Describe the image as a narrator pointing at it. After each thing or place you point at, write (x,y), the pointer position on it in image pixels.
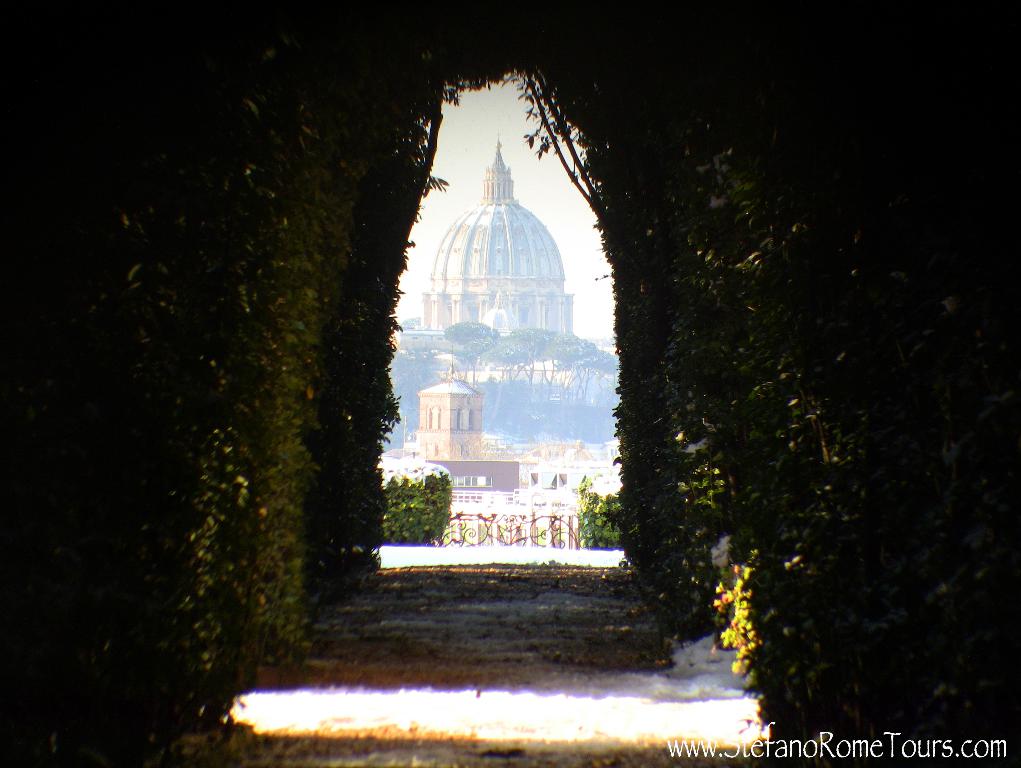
In the foreground of the picture (686,147) we can see a walk way (484,575) and plants (840,209). In the middle of the picture (517,439) we can see trees (520,414), buildings (502,471), railing (480,515) and plants (584,525). In the background (454,255) we can see a dome (493,250) of a building (501,252). At the top (490,129) it is sky (490,137).
